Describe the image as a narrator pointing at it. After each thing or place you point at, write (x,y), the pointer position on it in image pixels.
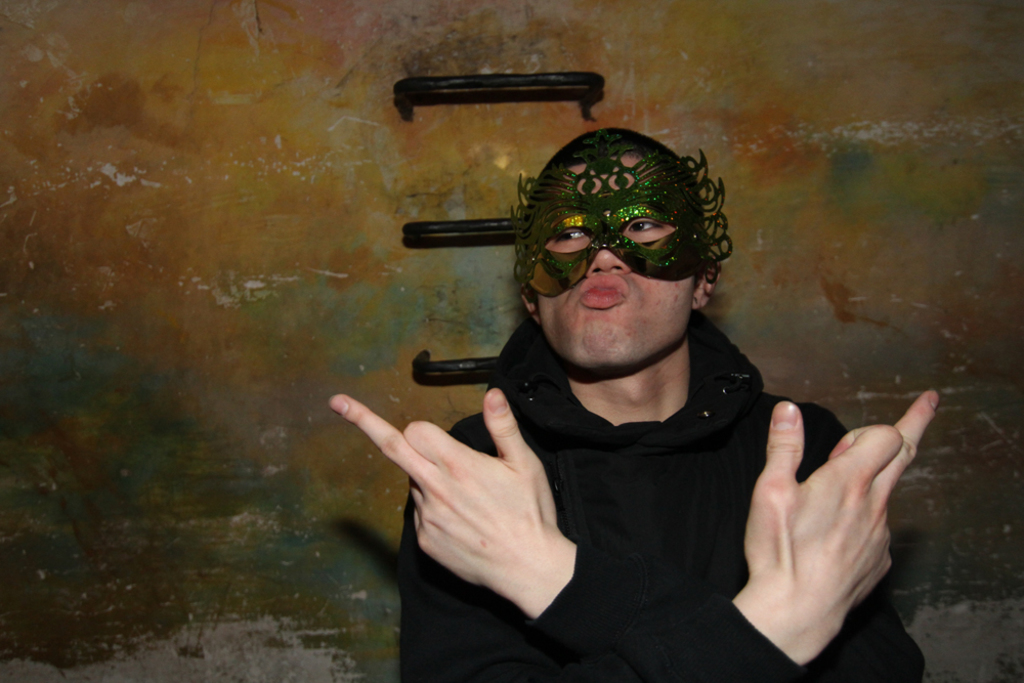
There is a person (542,235) wearing a mask (666,269) in the foreground area of the image (598,337), it seems like a wall (330,263) in the background (290,281).
